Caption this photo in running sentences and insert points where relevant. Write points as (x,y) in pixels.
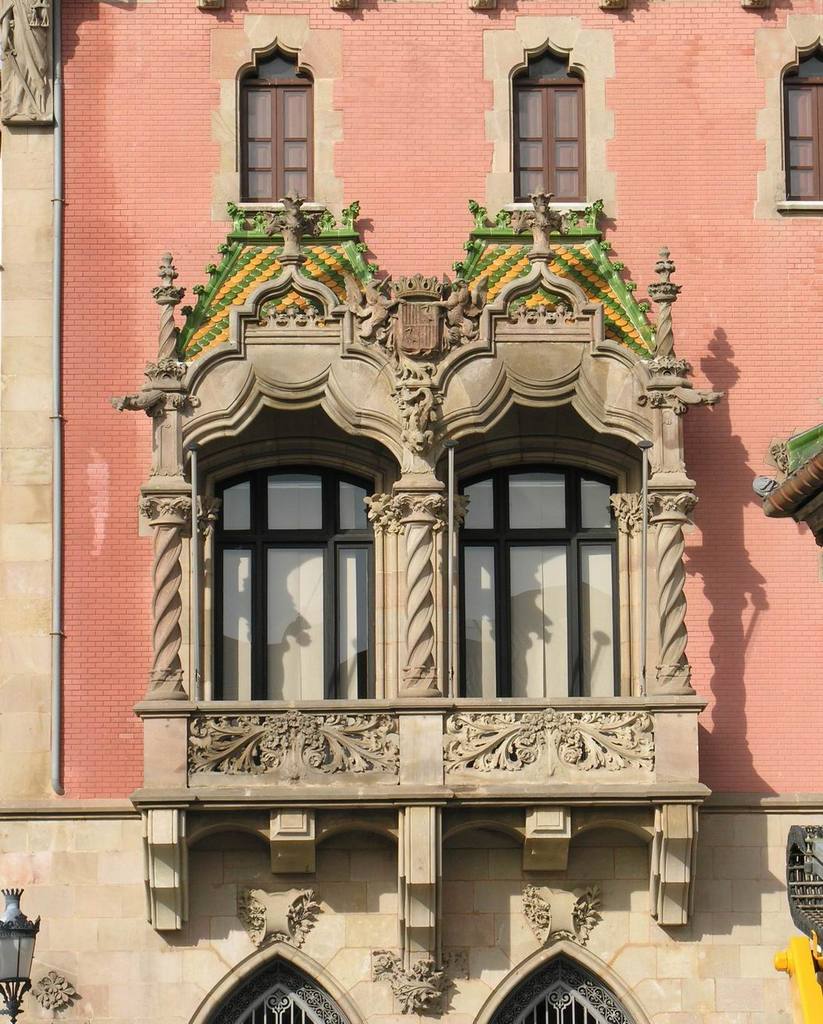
In this image we can see a building (490,524) with windows (503,673). At the bottom left (32,978) we can see a street lamp (14,983).
